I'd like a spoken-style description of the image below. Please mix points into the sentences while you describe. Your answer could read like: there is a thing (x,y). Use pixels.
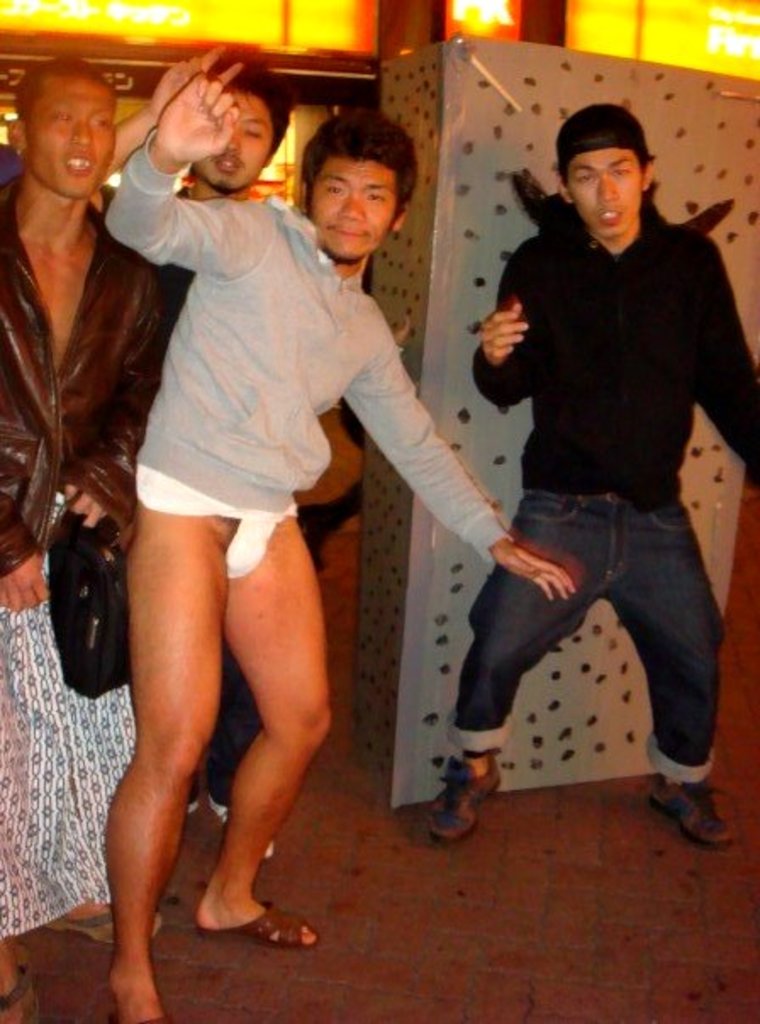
In this picture there are group of people (296,216) standing. At the back (427,62) there are boards (108,2) and there is a metal object (461,154). At the bottom (558,930) there is a floor (680,842).
